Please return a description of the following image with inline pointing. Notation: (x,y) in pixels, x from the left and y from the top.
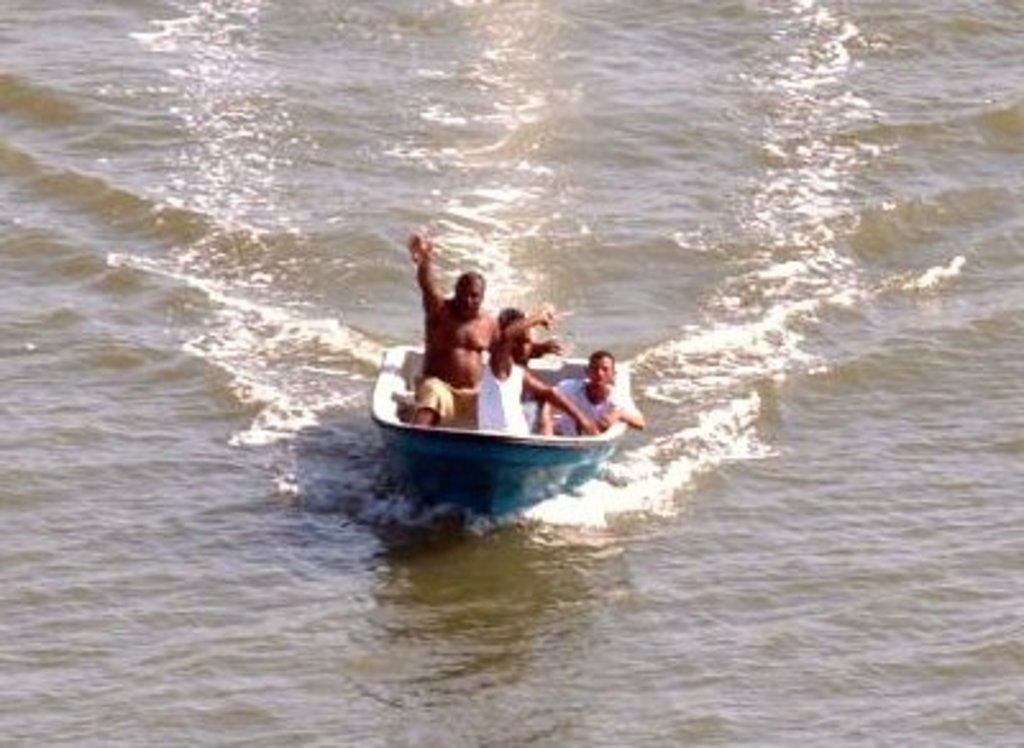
In this image we can see a boat (509,464) on a water (685,365) and three persons (458,359) riding a boat (573,456).
